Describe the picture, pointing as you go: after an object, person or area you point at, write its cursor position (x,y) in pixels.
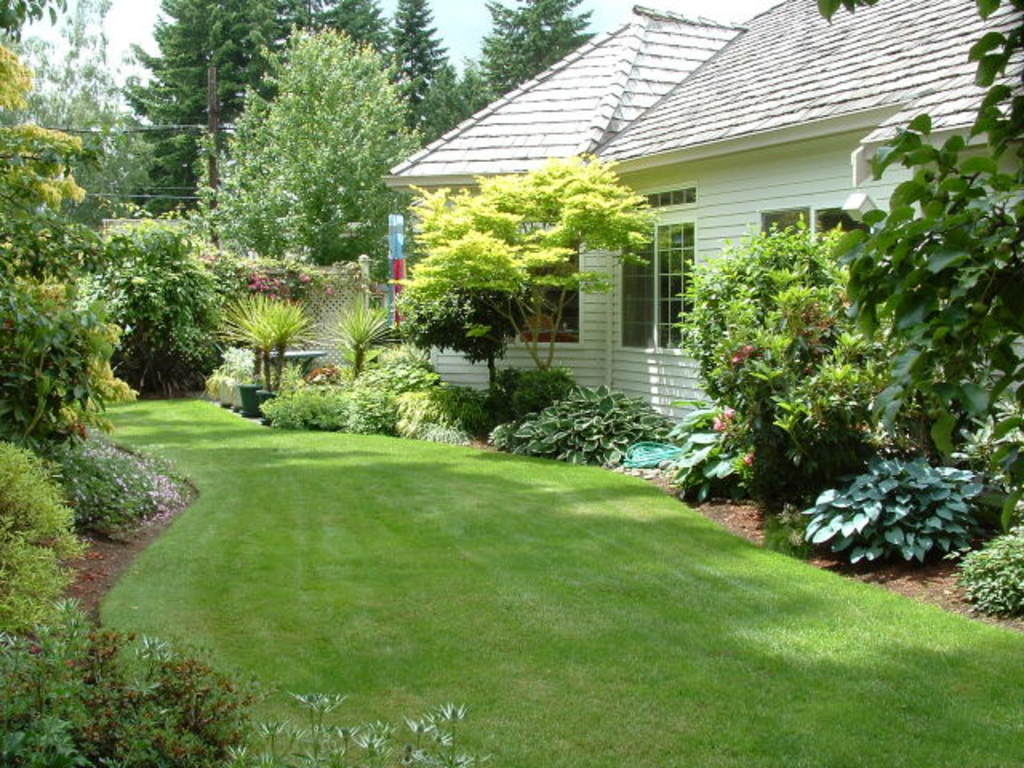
In this image we can see a house (773,162) and there are trees (195,57). We can see a pole (210,148) and there are wires (176,127). At the bottom (359,686) there is grass (487,663). In the background (449,53) there is sky (587,9).
